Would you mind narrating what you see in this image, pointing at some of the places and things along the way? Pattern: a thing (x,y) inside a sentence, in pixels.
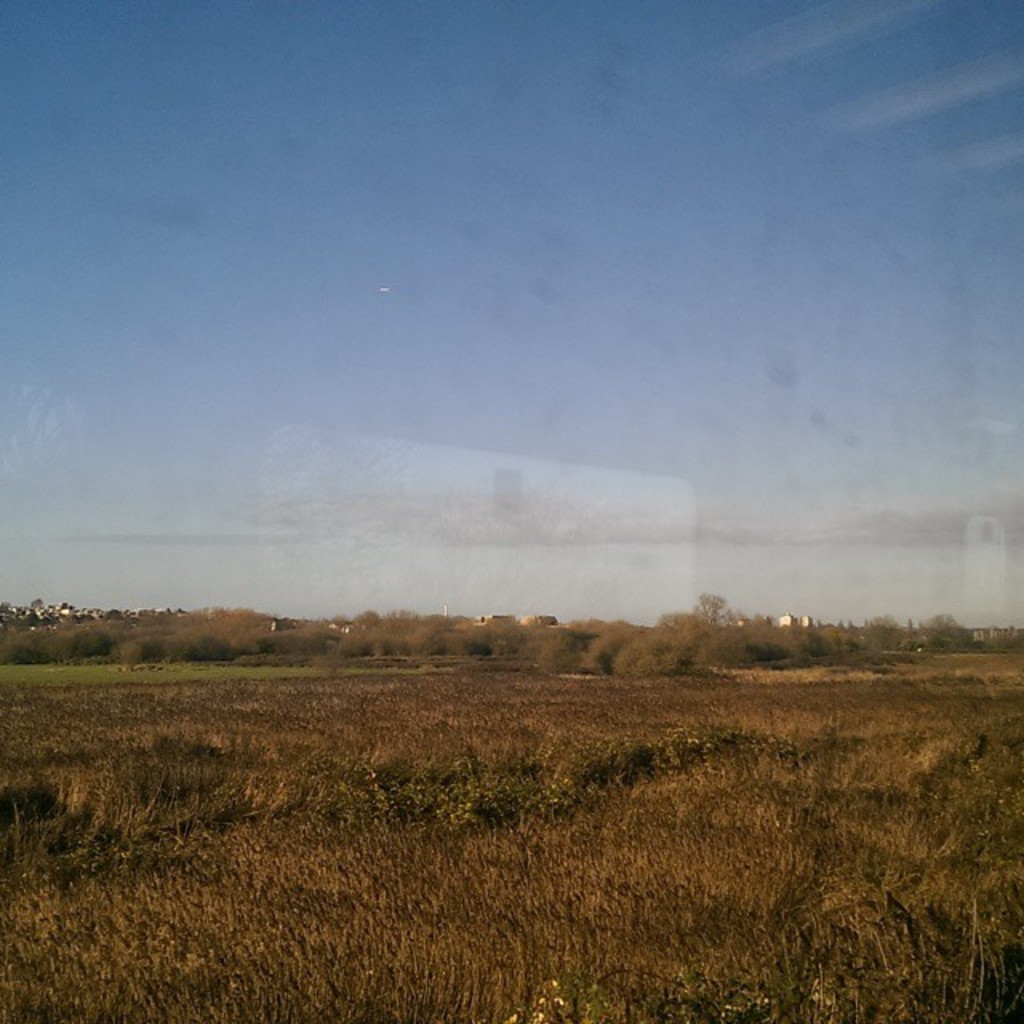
In this picture I can see grass (478,677), there are trees (164,614), and in the background (489,400) there is the sky (592,261).
